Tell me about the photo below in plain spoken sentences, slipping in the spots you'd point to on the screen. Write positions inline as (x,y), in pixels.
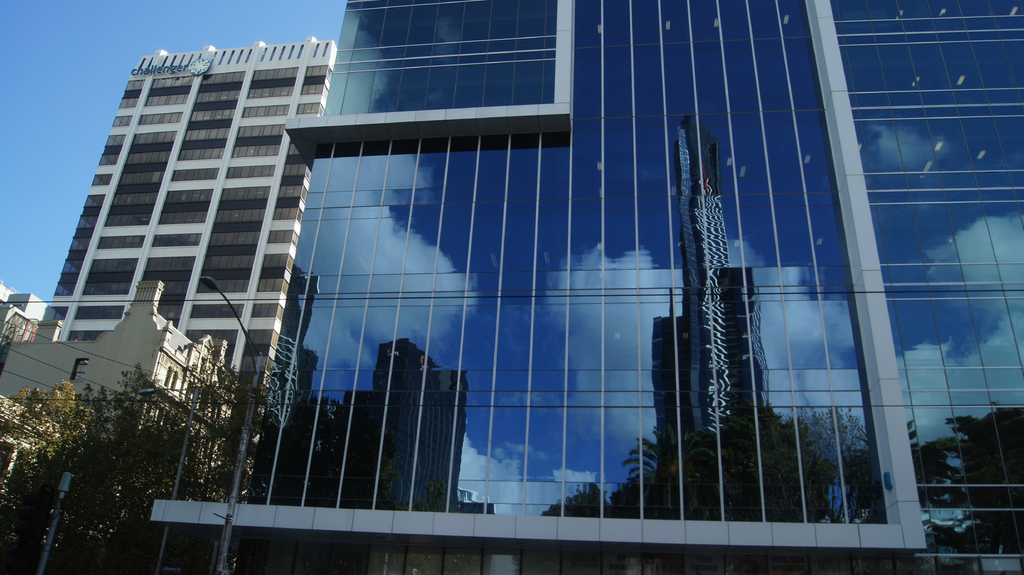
In this picture there are buildings (362,237) with glasses (619,266). At the bottom left (79,485) there are trees (198,462) and poles (59,512). In the building glasses (431,432) there is a reflection (317,362) of other buildings (667,406) and sky (632,201).
